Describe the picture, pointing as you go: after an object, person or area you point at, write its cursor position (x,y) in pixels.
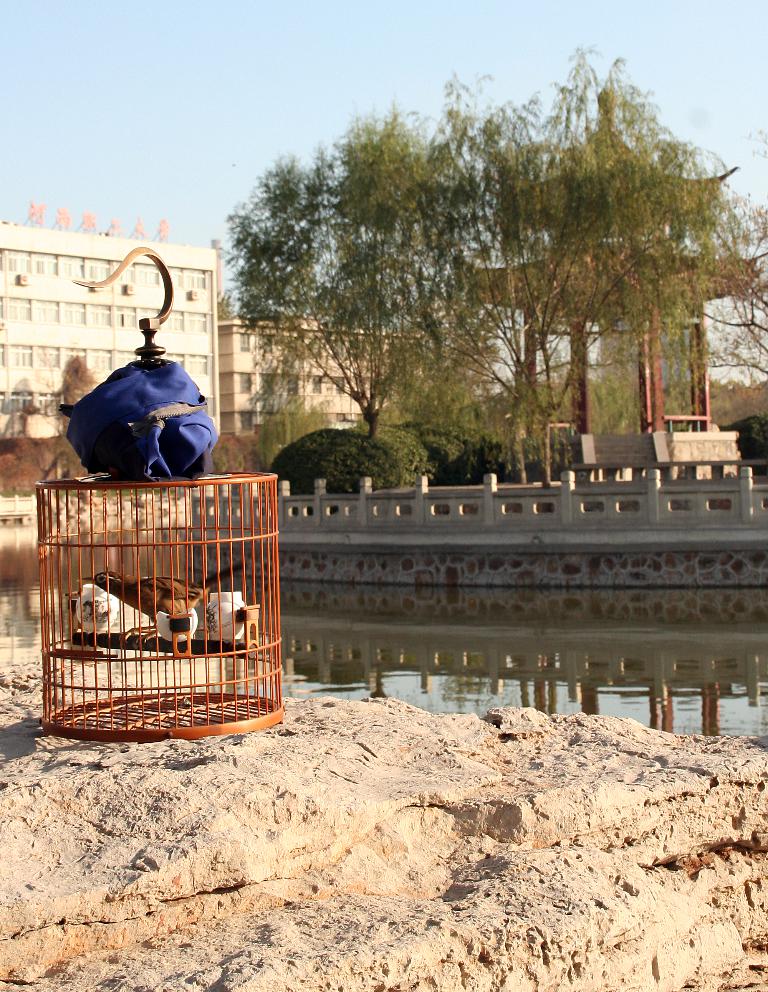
In this image there is a bird (136,628) in a cage (93,568), the cage (167,649) is on the rock (216,804), on the other side of the rock (356,918) there is water (400,628), on the other side of the water (370,596), there is a concrete fence (410,521), on the other side of the fence (410,521) there are trees (400,361) and buildings (318,401).
